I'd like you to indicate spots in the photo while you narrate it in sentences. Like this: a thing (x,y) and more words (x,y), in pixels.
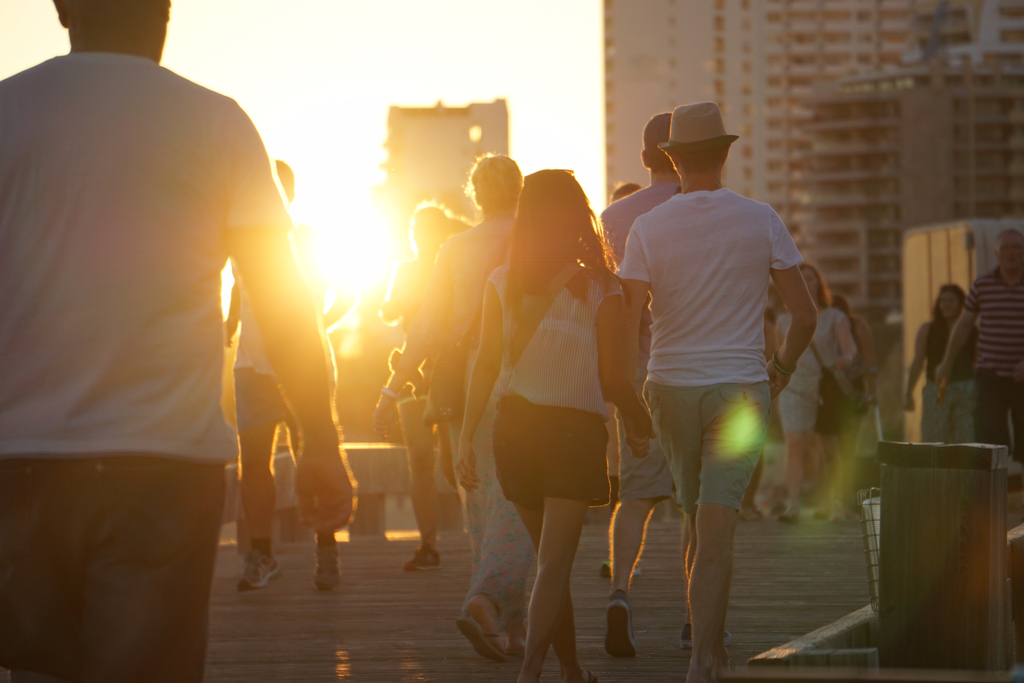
In the picture I can see people (152,575) walking on the wooden surface (391,550). The background of the image (1006,94) is blurred, where I can see the buildings (914,90), the sunlight (310,259) and the sky (510,2).
